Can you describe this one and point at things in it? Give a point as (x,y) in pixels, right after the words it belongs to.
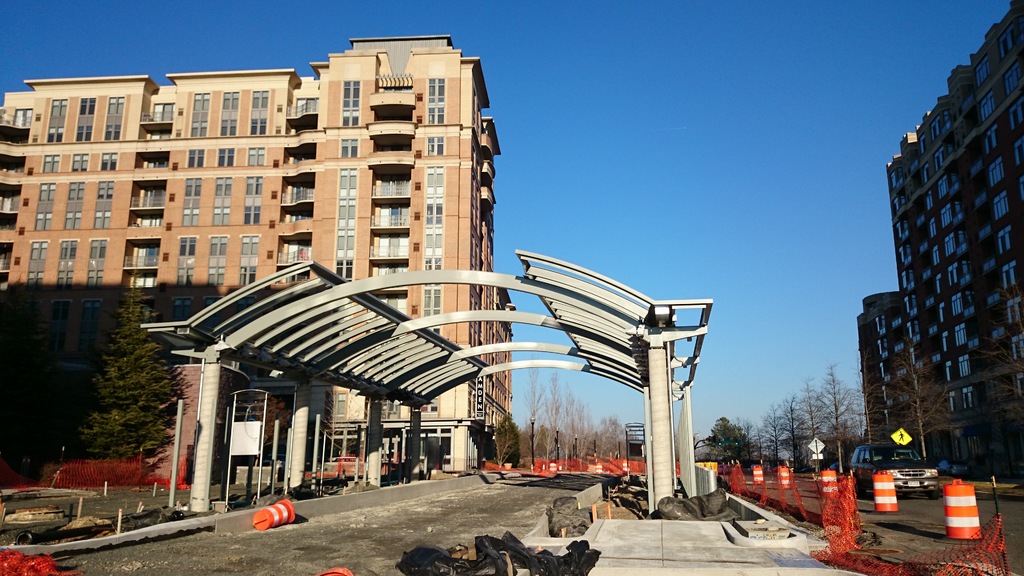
In this image here there is an arch (268,354). On the road (299,545) traffic cones (965,523), net (838,515) is there. On the road (766,478) a car (870,463) is moving. There are sign boards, street lights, trees (583,444) in the background (846,424). On both side of the image there are buildings (65,220). The sky (600,200) is clear.
